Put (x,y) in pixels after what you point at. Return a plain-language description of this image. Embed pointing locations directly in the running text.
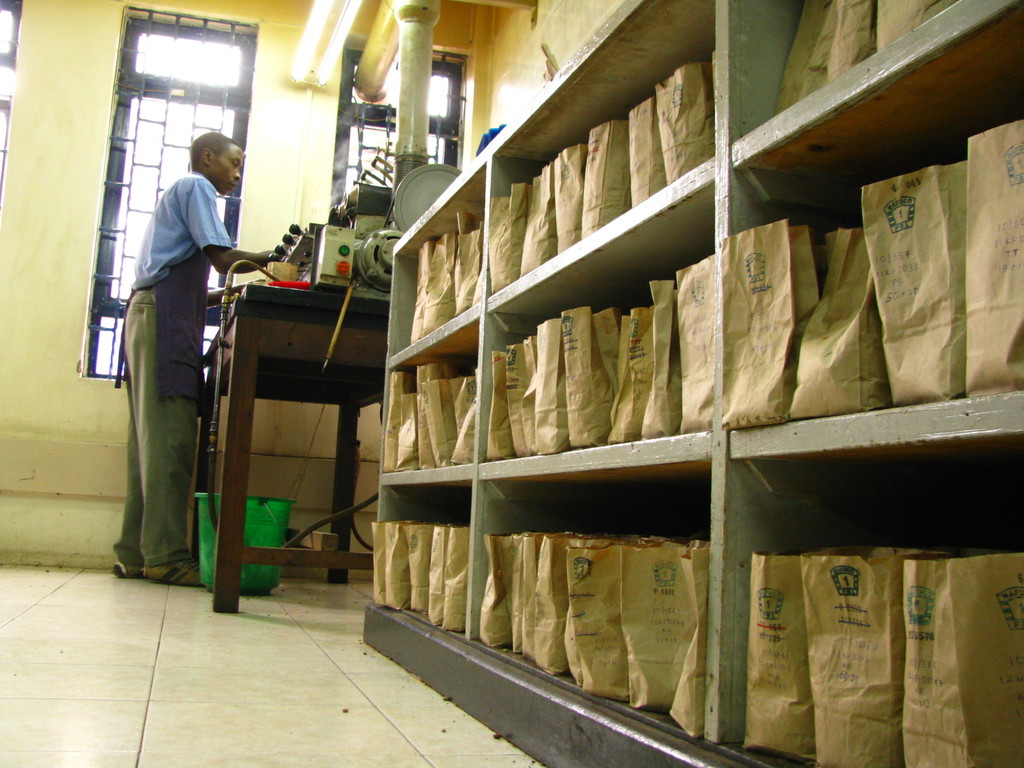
In the center of the image (352,392) there is a table (332,361). On the table (313,335) we can see a machine (334,242) is there. On the left side of the image (212,234) a man (188,274) is standing, we can see a bucket (206,558), wall (98,125), window (167,148), lights (332,36) are there. On the right side of the image (721,188) we can see carry bags (668,336) are present on the shelves (638,43). At the top of the image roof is there. At the bottom of the image (249,676) floor (290,689) is present.
